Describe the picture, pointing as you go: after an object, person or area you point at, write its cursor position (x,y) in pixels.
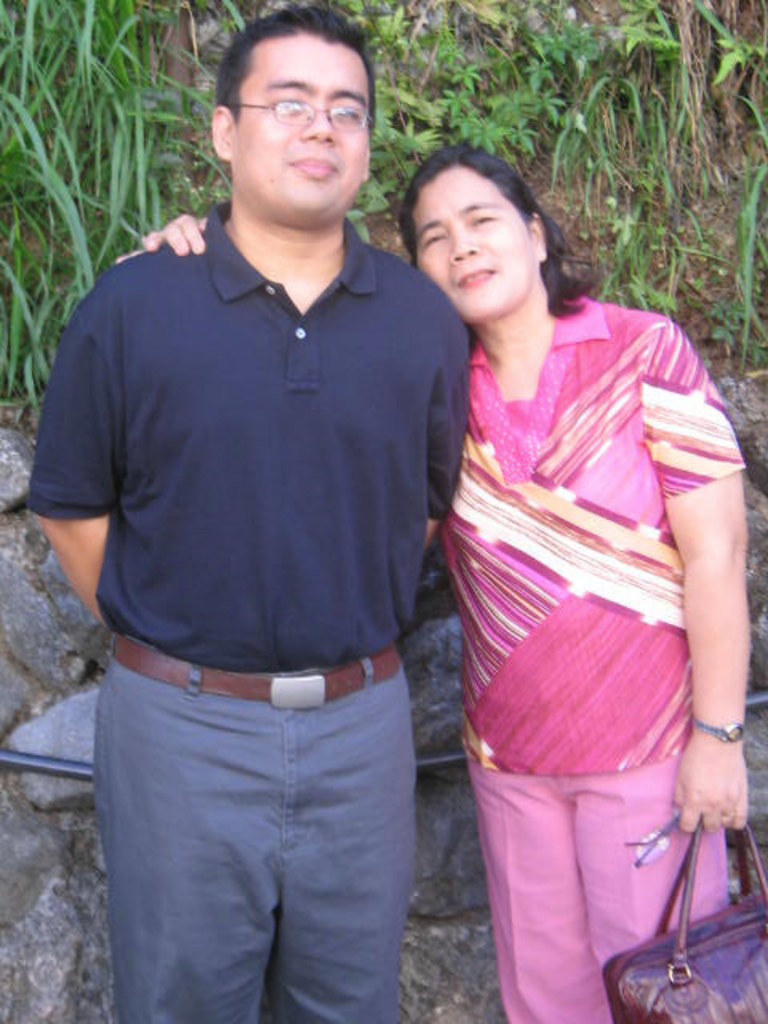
In this picture i could see two persons (376,476) giving pose to a picture in the back ground (564,72) i could see the grass (155,59) and plants (539,111) and some stones (31,697). The lady (578,699) to the right (616,757) is holding a handbag (673,966).
